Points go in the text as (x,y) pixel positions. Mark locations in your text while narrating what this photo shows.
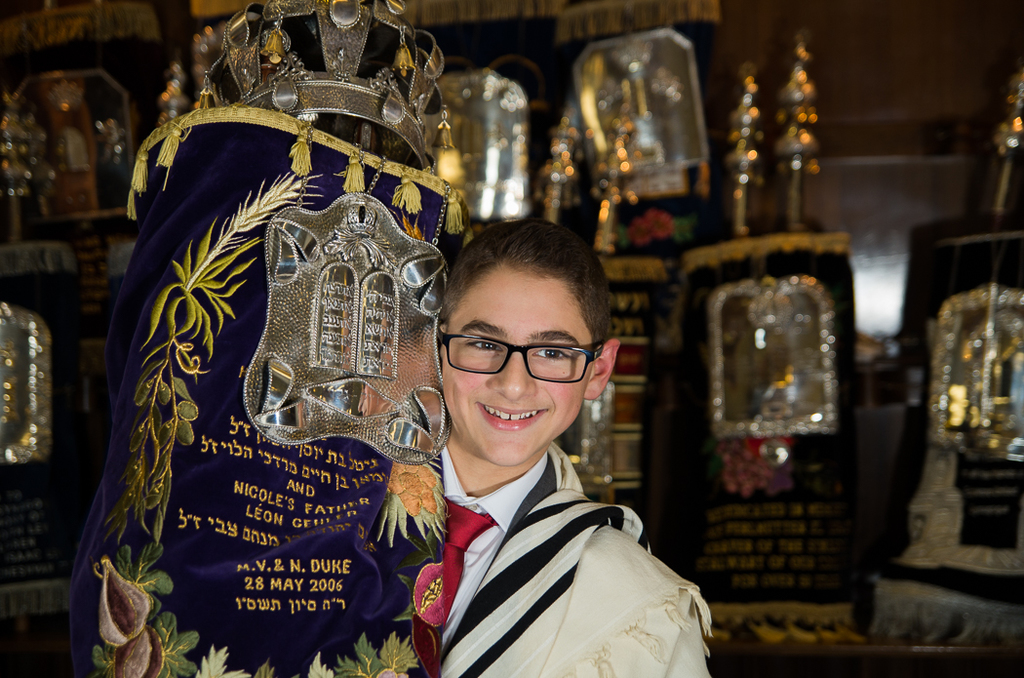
In this image I can see the person (507,484) wearing the white shirt (487,506), maroon tie (457,554) and black and cream color cloth (547,579) on him. The person (513,525) is holding the metal object (276,236) and there is a blue color cloth (174,490) on it. In the background (40,329) there are few more objects (653,50).
